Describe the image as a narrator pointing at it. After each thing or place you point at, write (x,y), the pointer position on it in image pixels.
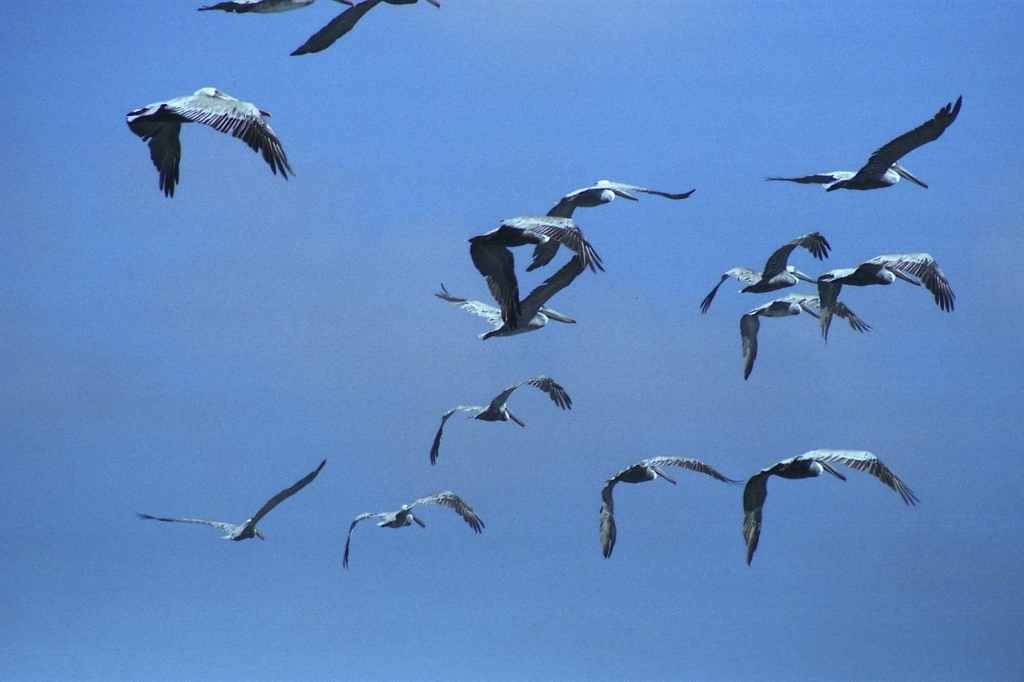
In this image we can see some birds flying in the sky (349,401).
